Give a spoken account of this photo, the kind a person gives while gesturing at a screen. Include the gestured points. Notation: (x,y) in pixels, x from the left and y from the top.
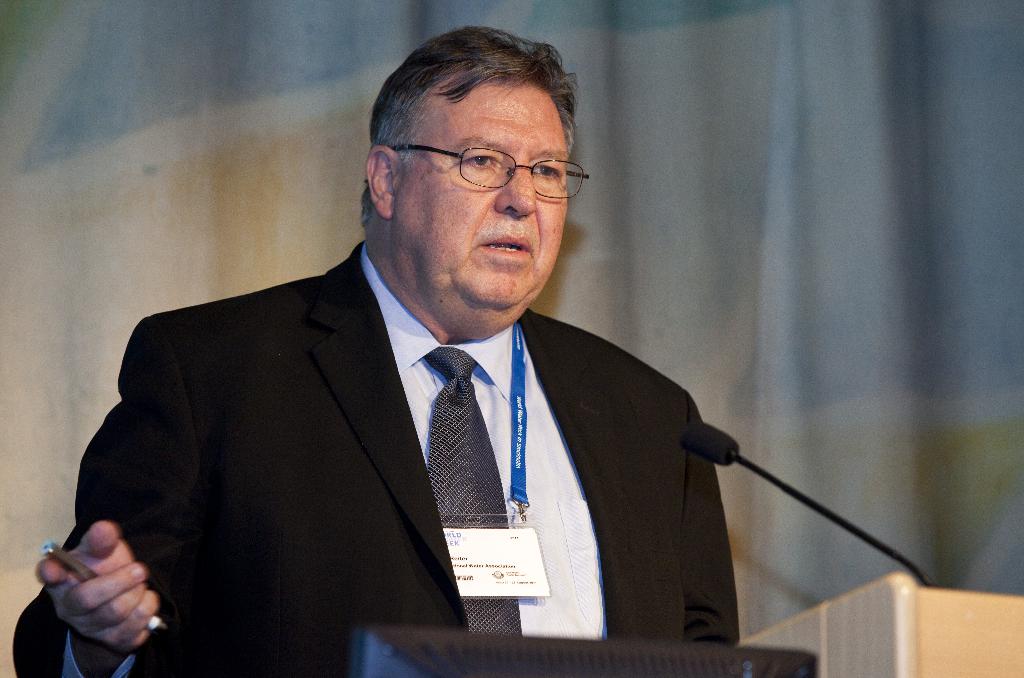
This picture seems to be clicked inside. In the center (436,384) there is a person (355,374) wearing black color suit (300,484), holding a pen (90,570) and standing. On the right corner (743,459) we can see the microphone (850,525). In the foreground (765,628) there are some objects (994,635). In the background (62,214) we can see the curtain (293,140).
